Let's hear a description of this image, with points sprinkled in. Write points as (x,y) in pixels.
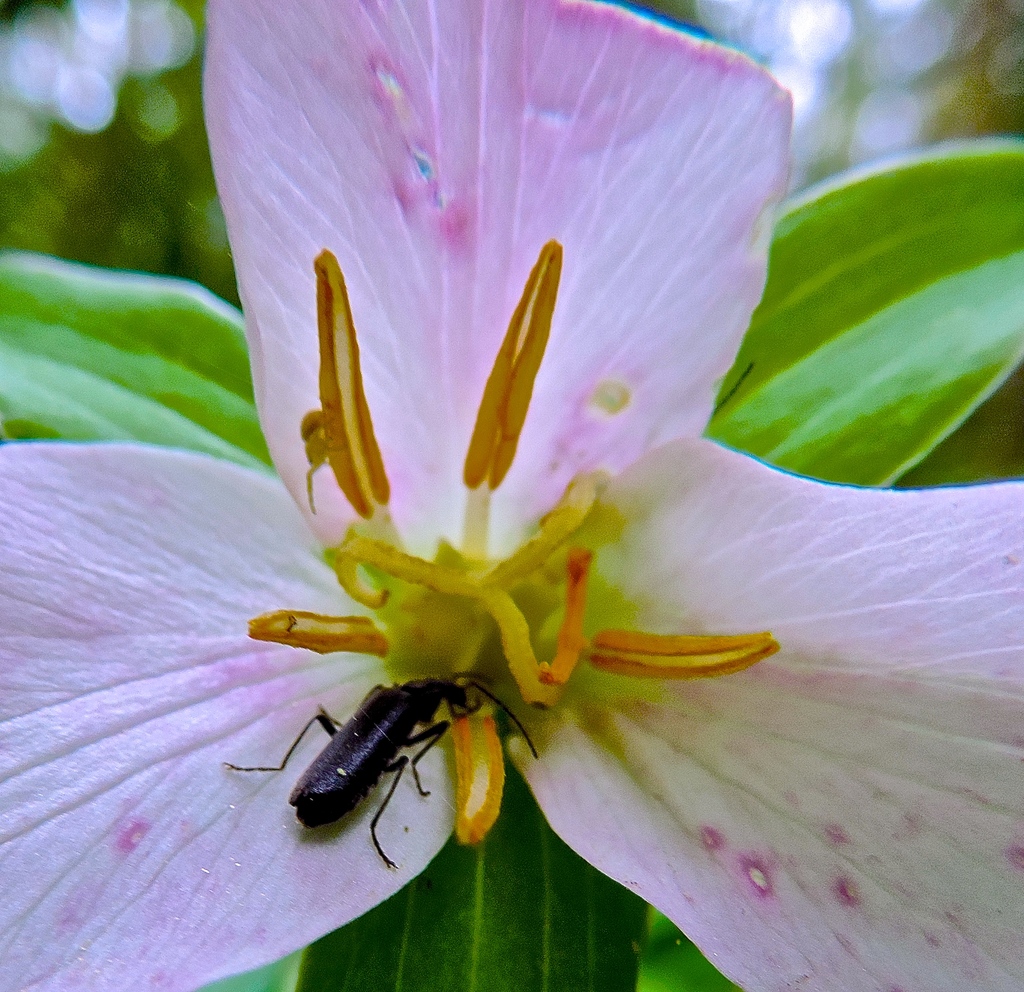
In the picture we can see a plant (502,728) to it we can see three petal flower (204,791) which is pink in color in the middle of the flower (952,930) we can see some yellow color stamens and a insect (522,732) which is black color on it with legs (249,769).
